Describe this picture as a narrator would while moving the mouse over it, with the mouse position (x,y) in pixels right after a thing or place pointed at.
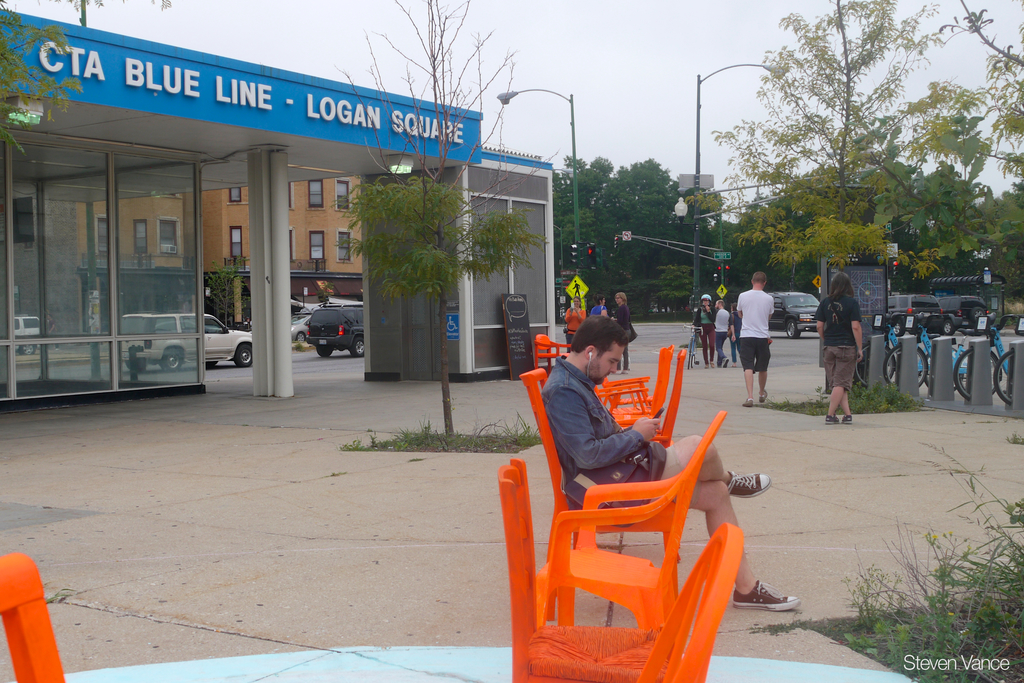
In this image, There is a road (396,564) which is in gray color, In the middle (645,398) there are some chairs (679,525) which are in orange color, There is a man (593,414) sitting on the chair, In the background (745,314) there are some persons (826,339) walking and there are some bicycles (928,353) which are in blue color, There is a glass door (106,301) and there is a roof (210,95) which is in blue color.
